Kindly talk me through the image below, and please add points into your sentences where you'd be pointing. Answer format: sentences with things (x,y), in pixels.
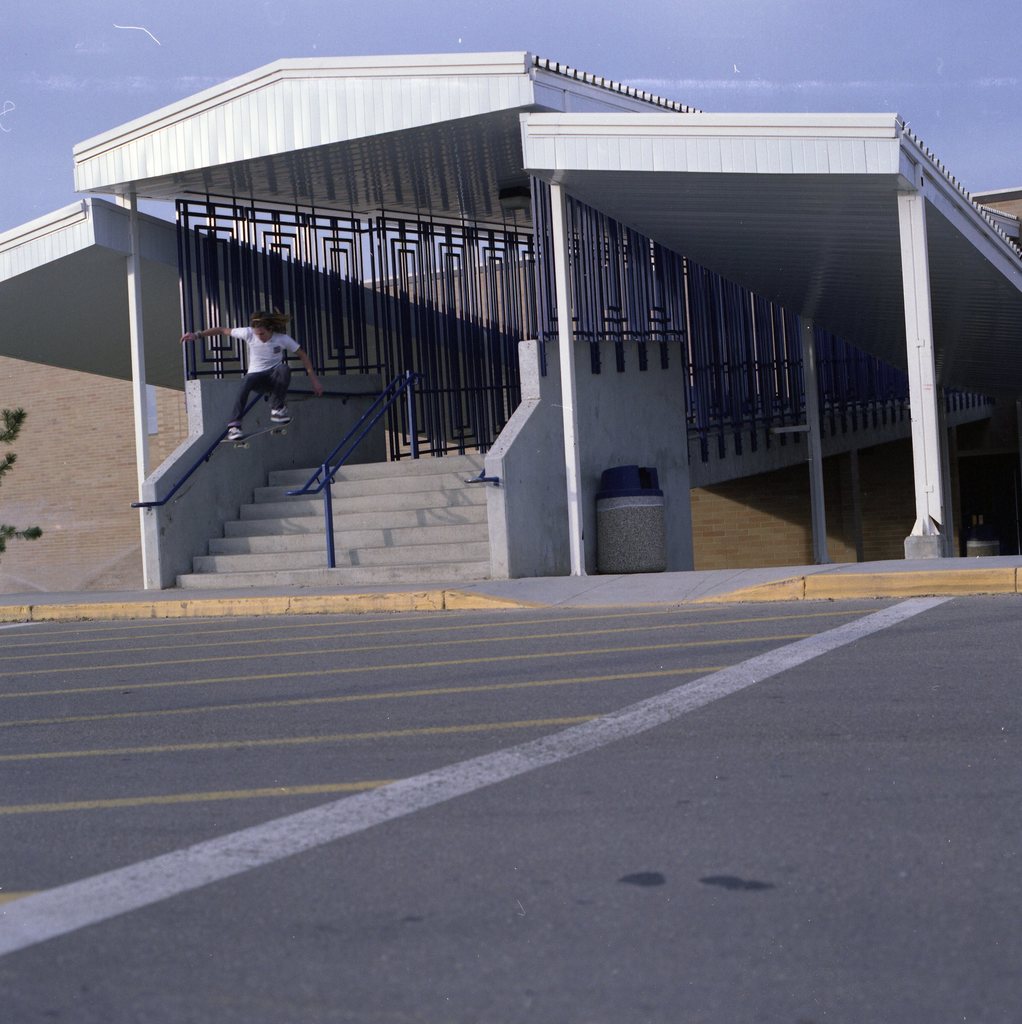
At the top (730,104) there is a sky (711,57). Here we can see open shed (591,207) with railing (494,377). This is a trash can (632,541) near to a wall (598,455). Here we can see a person (280,413) with a skateboard (281,428) in the air. This is a road (549,852).
